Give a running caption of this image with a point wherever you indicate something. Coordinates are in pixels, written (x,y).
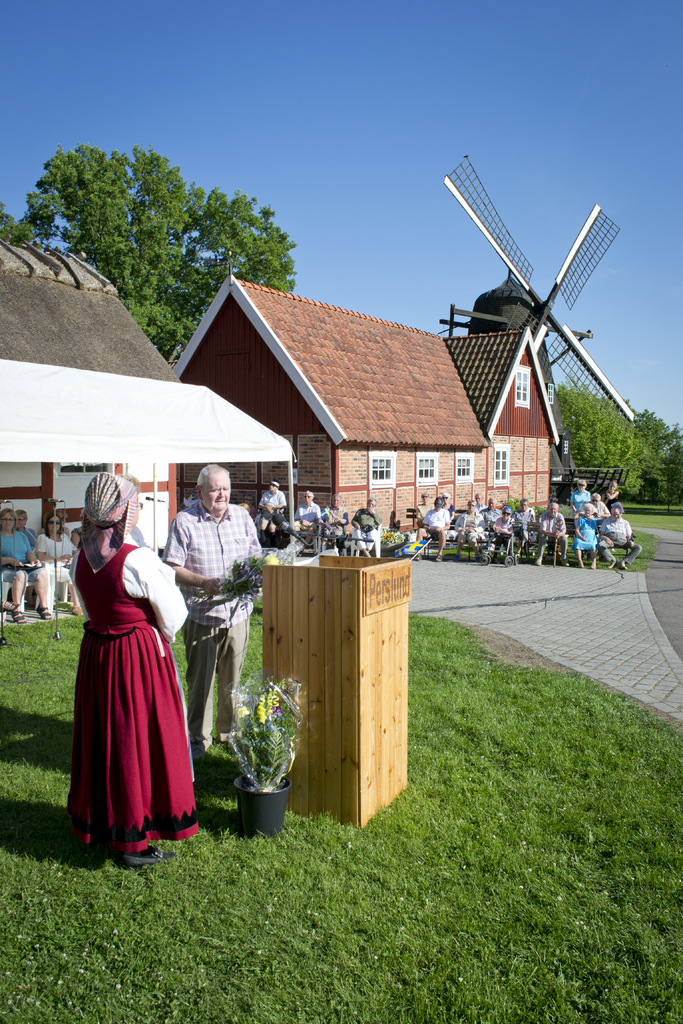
This picture describes about group of people (362,519), few are seated on the chairs (497,544) and few are standing, in the middle of the image (377,576) we can see a podium (331,673) and a flower pot (255,811) on the grass (427,833), in the background (302,401) we can see few houses (84,314) and trees (597,419).
